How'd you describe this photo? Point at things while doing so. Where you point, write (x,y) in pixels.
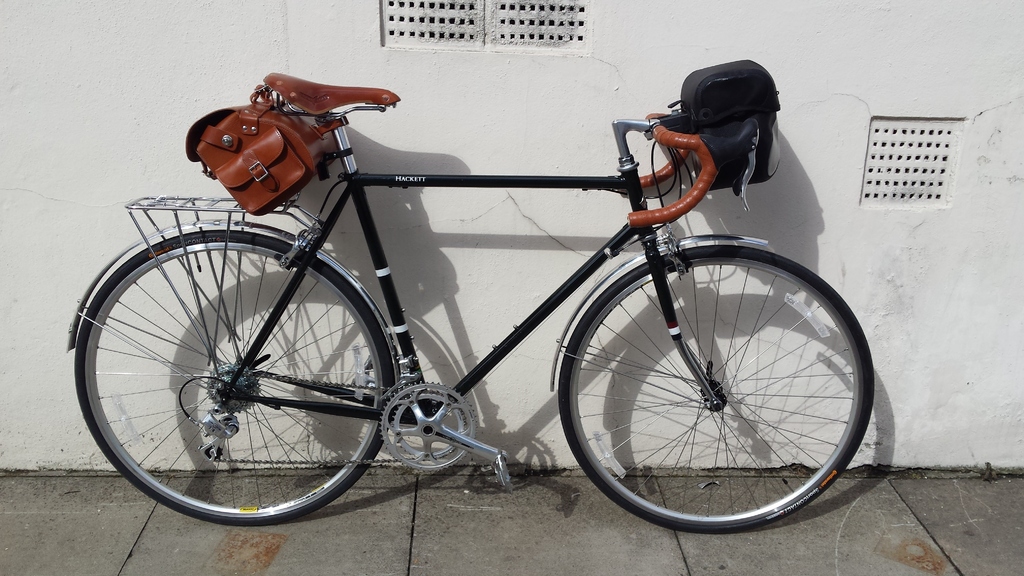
In this image we can see a bicycle (269,317) and two bags (244,158). At the bottom of the image (540,537), we can see the pavement (424,537). In the background (837,253), we can see the wall (830,193).
